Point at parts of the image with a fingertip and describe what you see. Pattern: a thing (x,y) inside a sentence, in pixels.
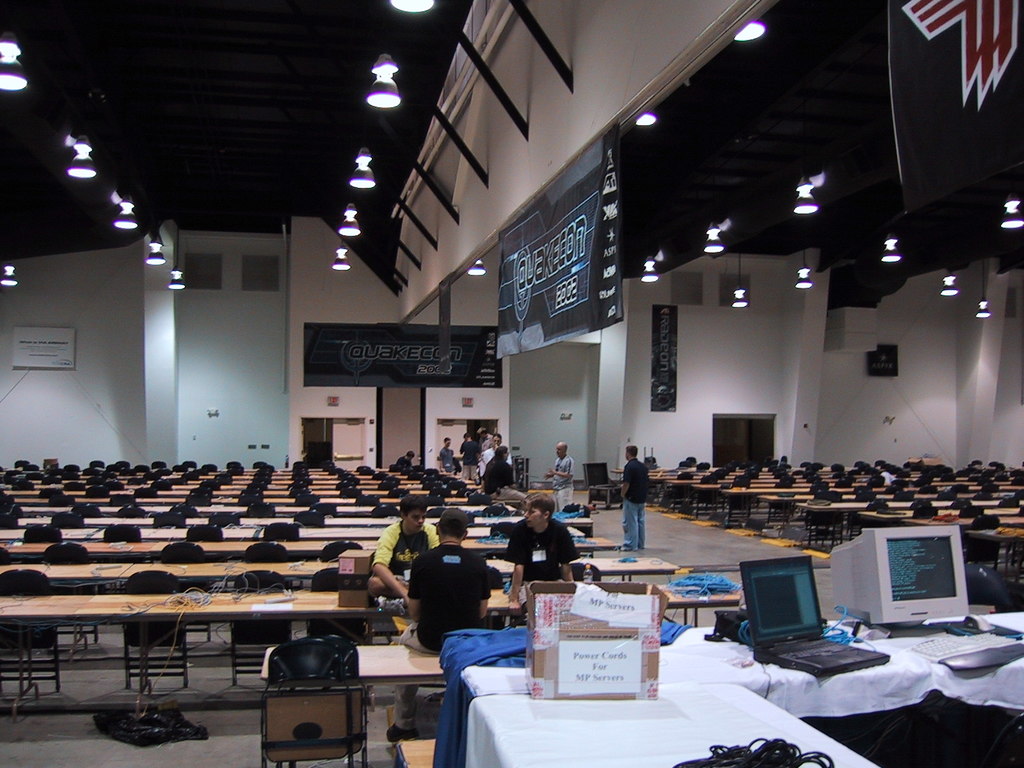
In this image, we can see some persons (572,461) standing and wearing clothes (471,449). There are three persons (442,545) at the bottom of the image (428,580) sitting on tables (405,652). There are some chairs (283,524) and tables (79,567) on the left (152,518) and on the right side of the image (981,492). There are table (660,719) in the bottom right of the image (919,645) contains computer (889,556), laptop (801,617) and box (624,659). There is a banner (567,220) and some lights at the top of the image (567,206).
